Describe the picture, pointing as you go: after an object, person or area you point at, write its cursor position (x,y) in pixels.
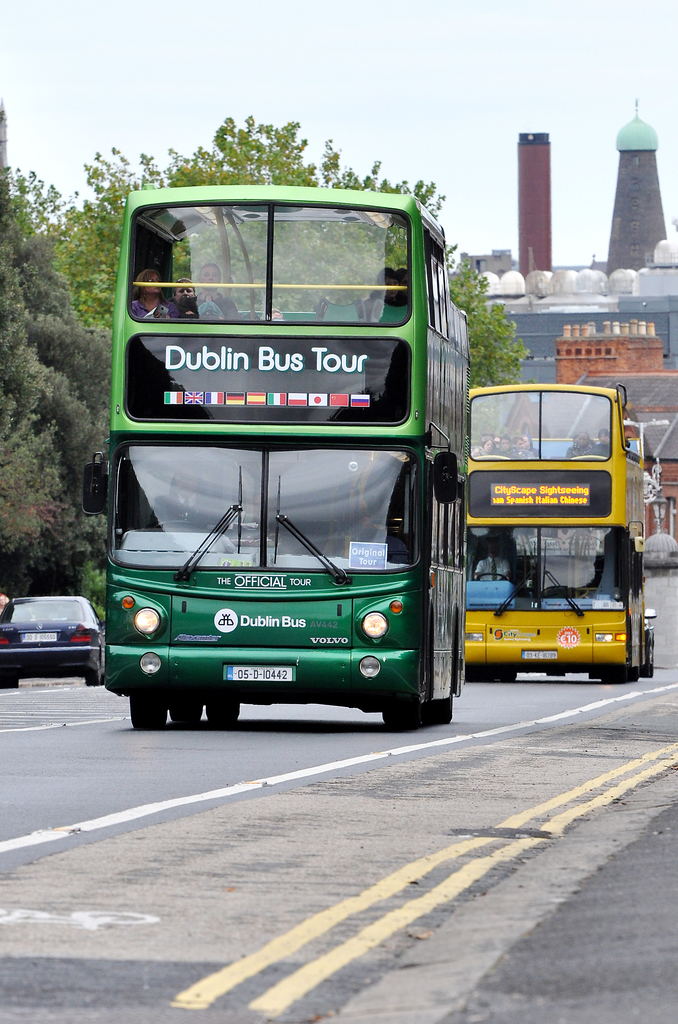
In this image we can see group of persons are sitting in vehicles (517,527) with some text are moving on the road (513,768). In the background (565,334), we can see buildings (623,260) with towers (623,260), group of trees (99,368) and the sky (422,122).
